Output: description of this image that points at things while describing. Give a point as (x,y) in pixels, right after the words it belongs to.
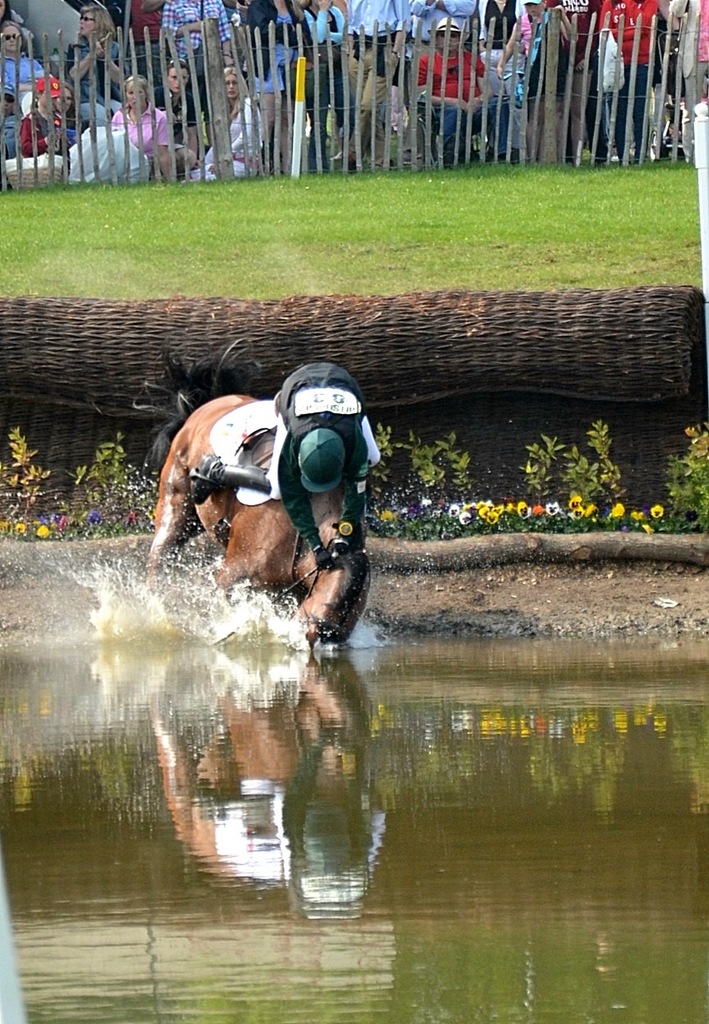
In the center of the image (305,598) we can see an animal (161,472) is stumbling in the water (193,576). In the background of the image (4,536) we can see the plants (692,483), flowers (638,513), wooden trunk (365,331), ground (189,226). At the top of the image (173,116) we can see the fencing (551,69) and a group of people (469,9).
